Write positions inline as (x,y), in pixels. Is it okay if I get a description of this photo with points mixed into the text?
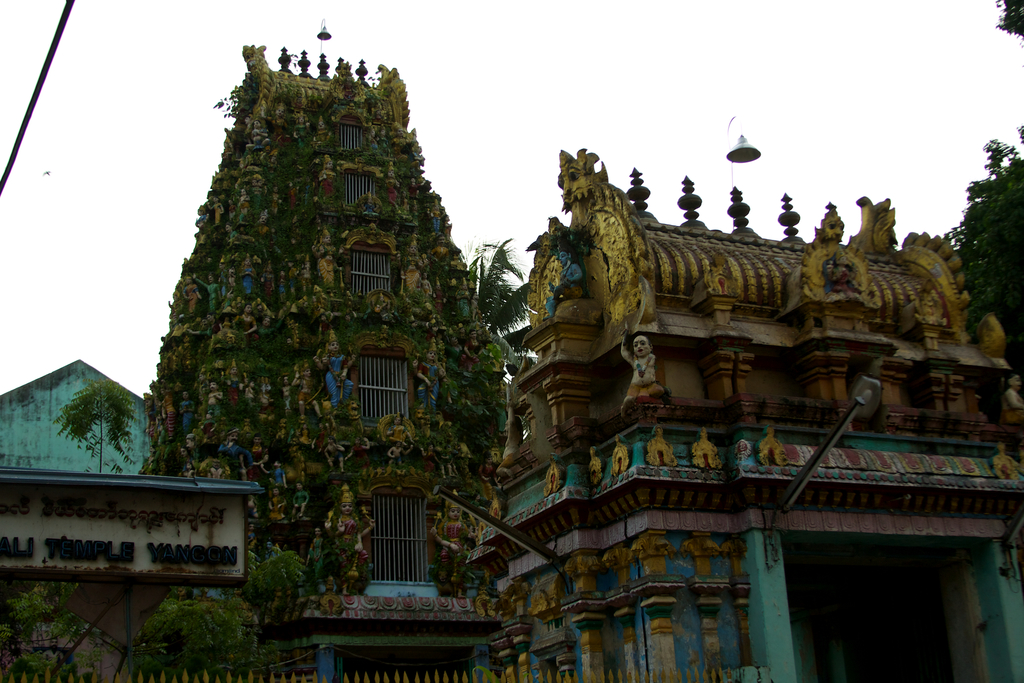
In the picture I can see the arch (286,524) of the temple (370,544), I can see the board (180,552), lamps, trees (1005,256) and the sky (528,96) in the background (1020,232).
